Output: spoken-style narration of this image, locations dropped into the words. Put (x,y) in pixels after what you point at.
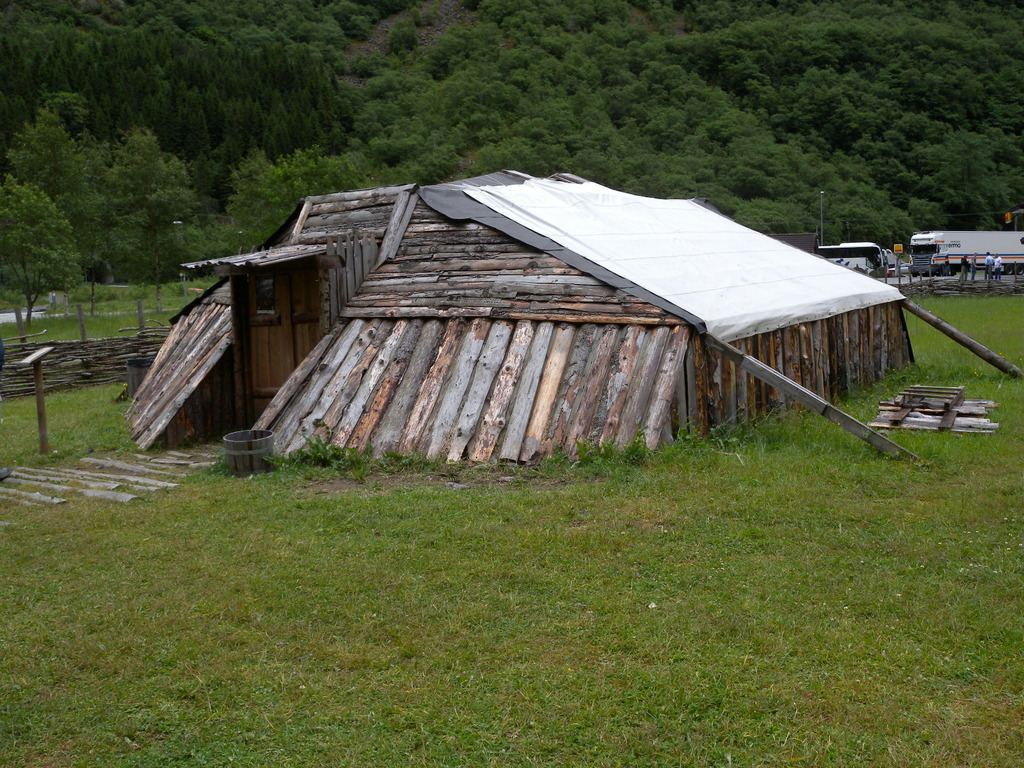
In the center of the image (561,348), we can see a shed (404,328) and there is a banner (550,206) and some logs (645,370). In the background (896,261), there are vehicles (927,248), poles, and we can see some people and there are trees (457,91). At the bottom (385,627), there is ground (233,645).
